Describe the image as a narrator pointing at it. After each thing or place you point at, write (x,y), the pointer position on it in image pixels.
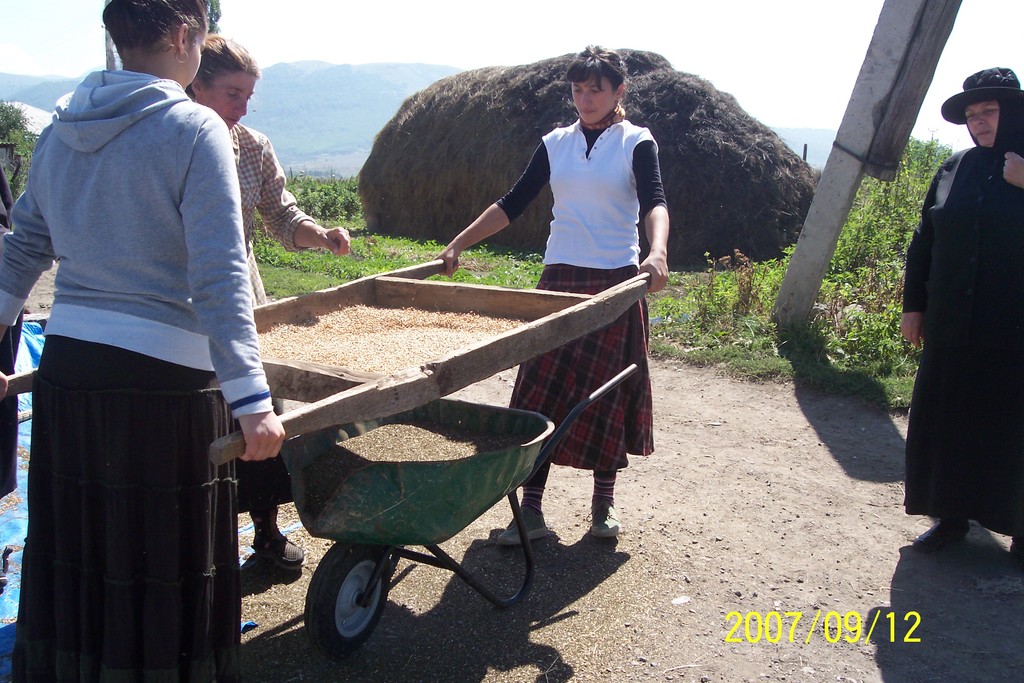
There are two ladies (237,261) holding compost sifter (448,362). On that something is there. Below that there is a wheelbarrow (391,505). Inside that there is something. Also there are another two ladies (246,200) standing. Lady (956,344) on the right (995,95) is wearing a hat (975,99). On the ground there is grass (742,304). In the back (398,153) there is a heap of dried grass (683,138). Also there are hills (263,94) in the background (277,106). And there is a watermark (808,633) in the right bottom corner (863,629).
